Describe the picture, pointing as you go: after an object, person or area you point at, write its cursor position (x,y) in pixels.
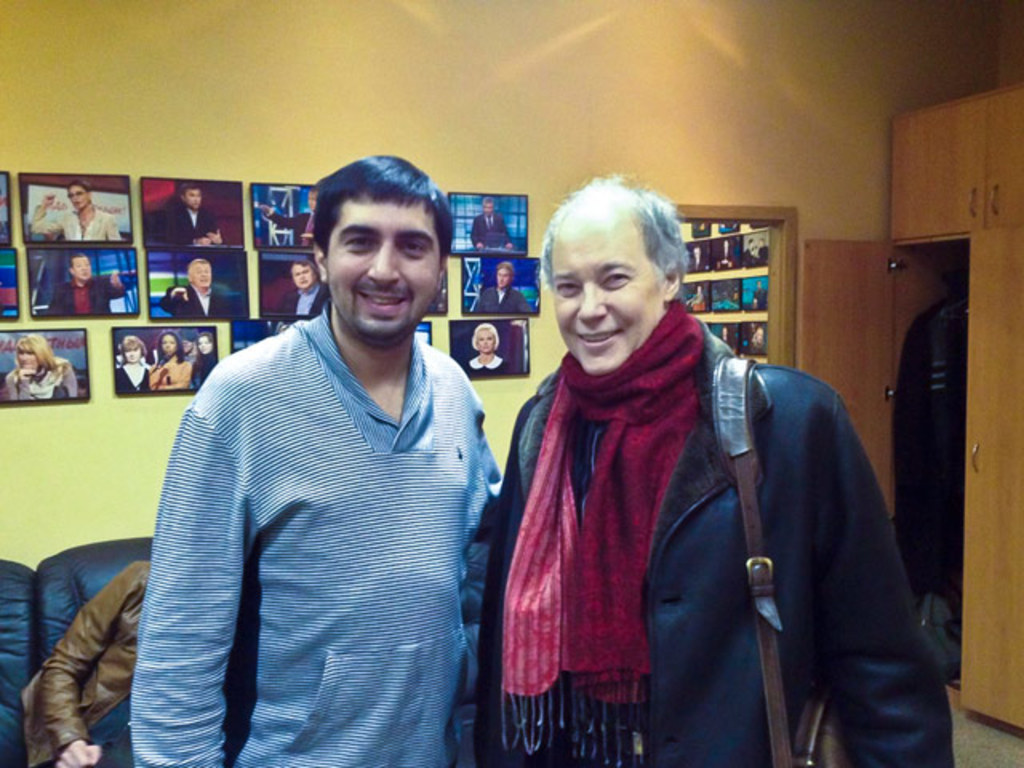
In this picture there are two men (620,181) in the center of the image (595,501) and there is another person (113,642) on the sofa (0,748) in the bottom left side of the image (63,673) and there are photographs (122,198) on the wall (494,185) and there are cupboards (967,155) in the background area of the image (1020,118).
